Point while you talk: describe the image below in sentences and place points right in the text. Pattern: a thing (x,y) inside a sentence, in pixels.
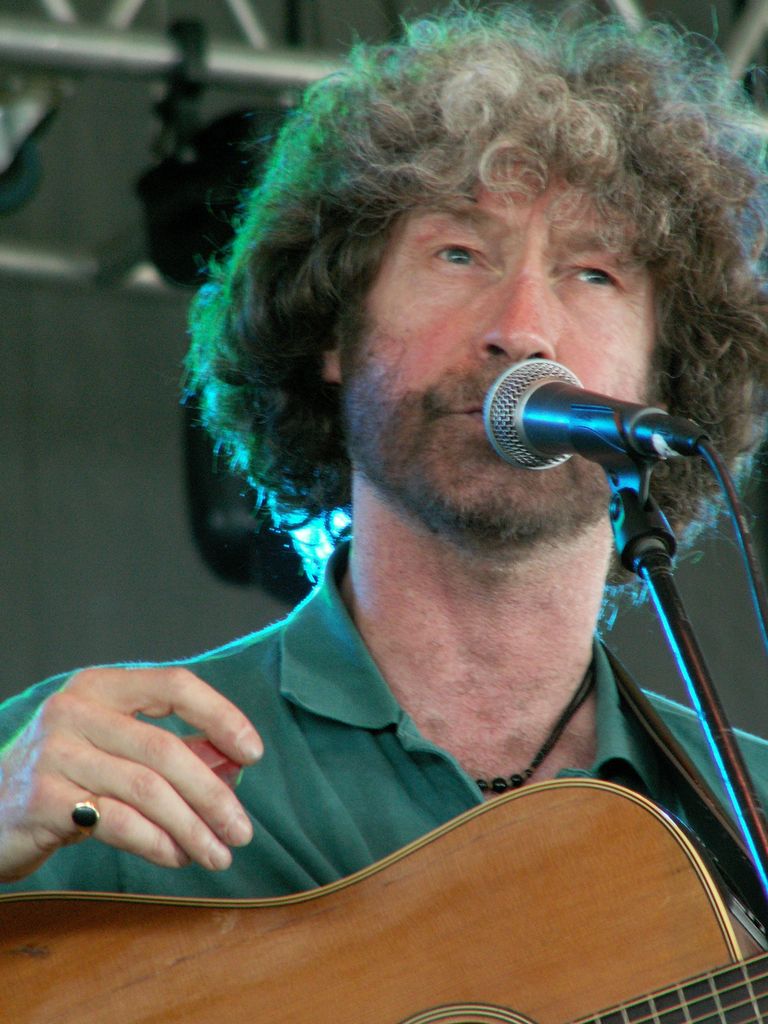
In the image we can see there is a person (410,595) who is standing and holding guitar (362,984) in his hand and he is wearing green colour shirt (325,760) and in front of him there is mic (596,439) with a stand (748,798).
